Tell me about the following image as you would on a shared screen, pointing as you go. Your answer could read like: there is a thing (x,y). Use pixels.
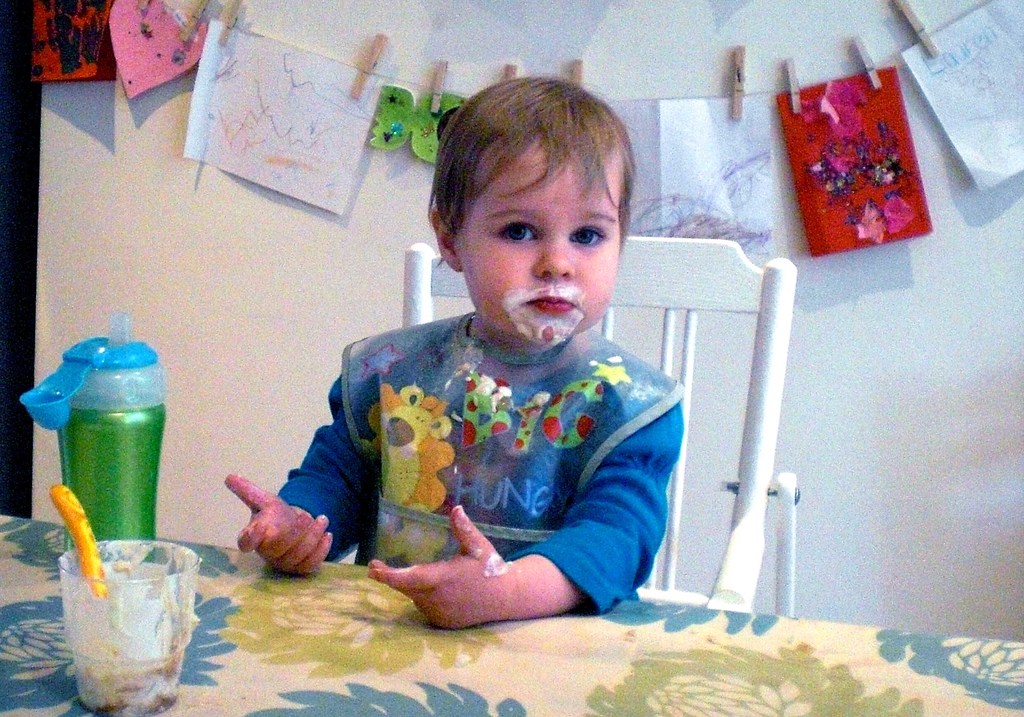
In this picture we can see a kid (472,121) who is sitting on the chair (766,442). This is table (609,680). On the table (598,673) there is a glass (129,561), and a bottle (98,527). On the background (865,401) there is a wall (916,420) and these are the posters (365,113).
